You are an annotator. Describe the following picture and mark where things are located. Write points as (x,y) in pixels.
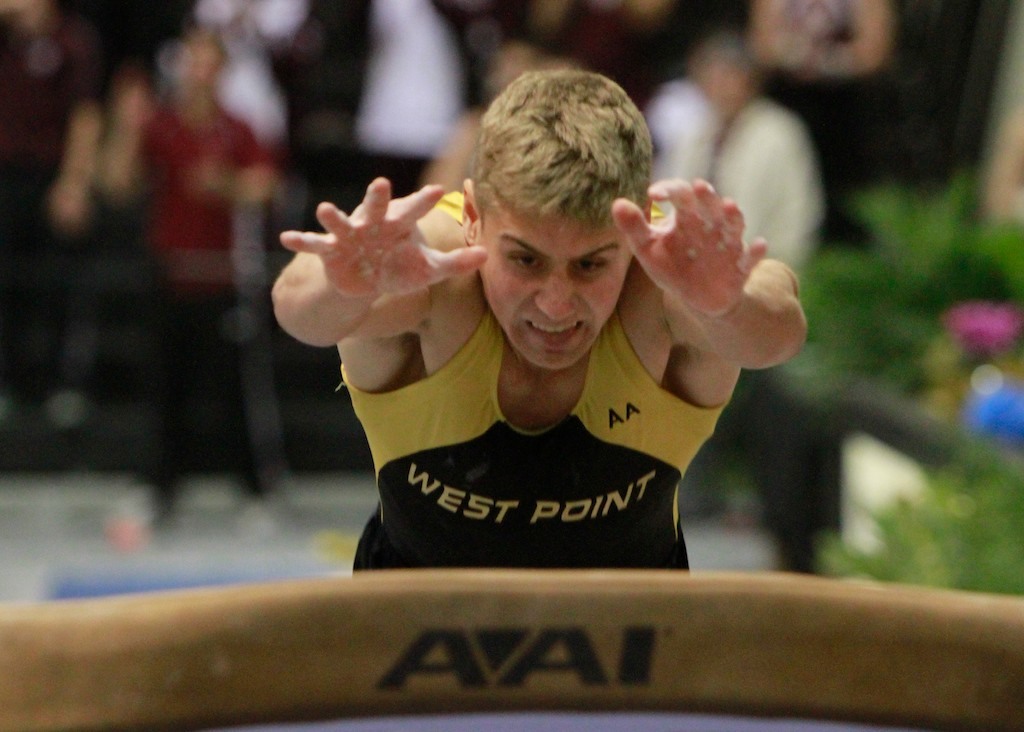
In the center of the image (361,295) we can see a person (533,368) diving. At the bottom of the image (523,686) there is a wood (301,701). In the background (117,102) we can see crowd (870,97) and plants (931,280).
